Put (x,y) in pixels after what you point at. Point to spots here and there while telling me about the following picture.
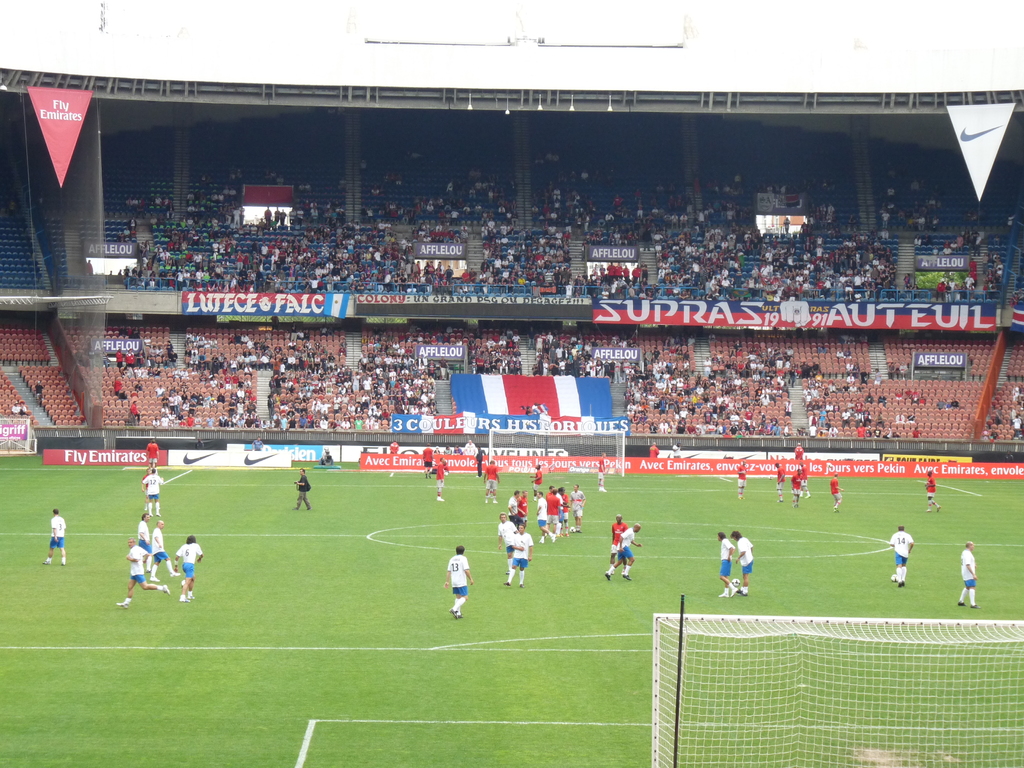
In this image we can see the players (524,493) in the stadium (319,533). And we can see some people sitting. And we can see the net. And we can see the boundary wall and we can see the cloth banners (984,119).
